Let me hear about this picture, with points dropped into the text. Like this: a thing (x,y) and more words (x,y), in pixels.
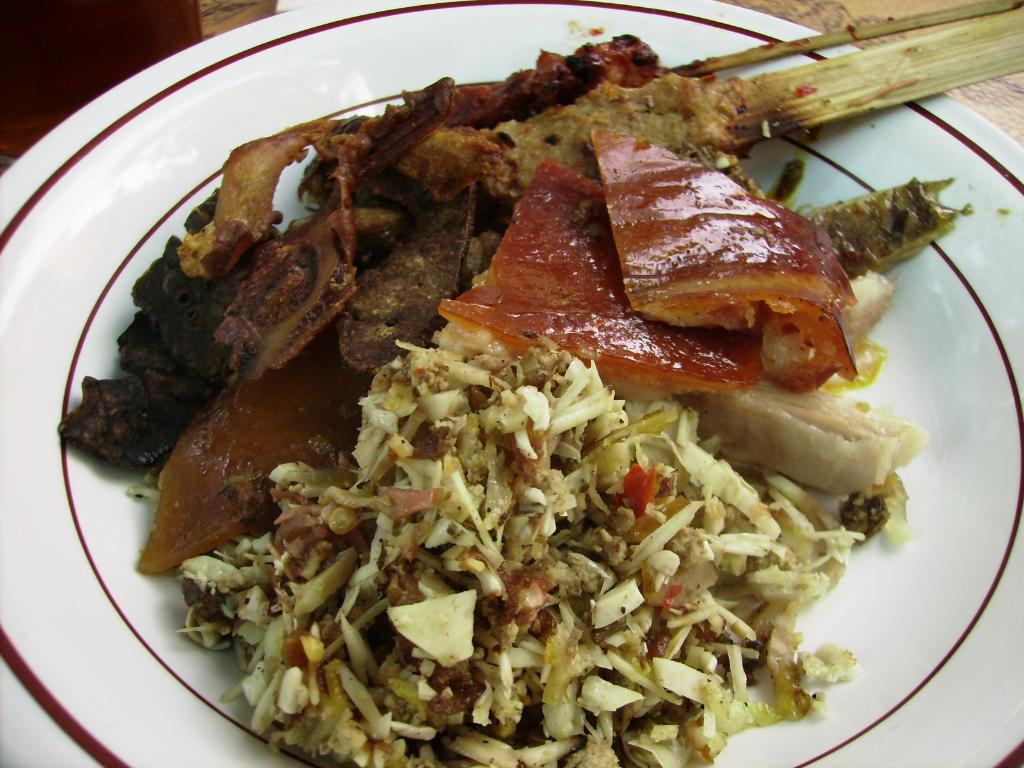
In this picture we can observe some food (444,456) placed in the plate (219,99). The plate (114,570) is in white color. This plate (253,84) is placed on the brown color table (817,17).
